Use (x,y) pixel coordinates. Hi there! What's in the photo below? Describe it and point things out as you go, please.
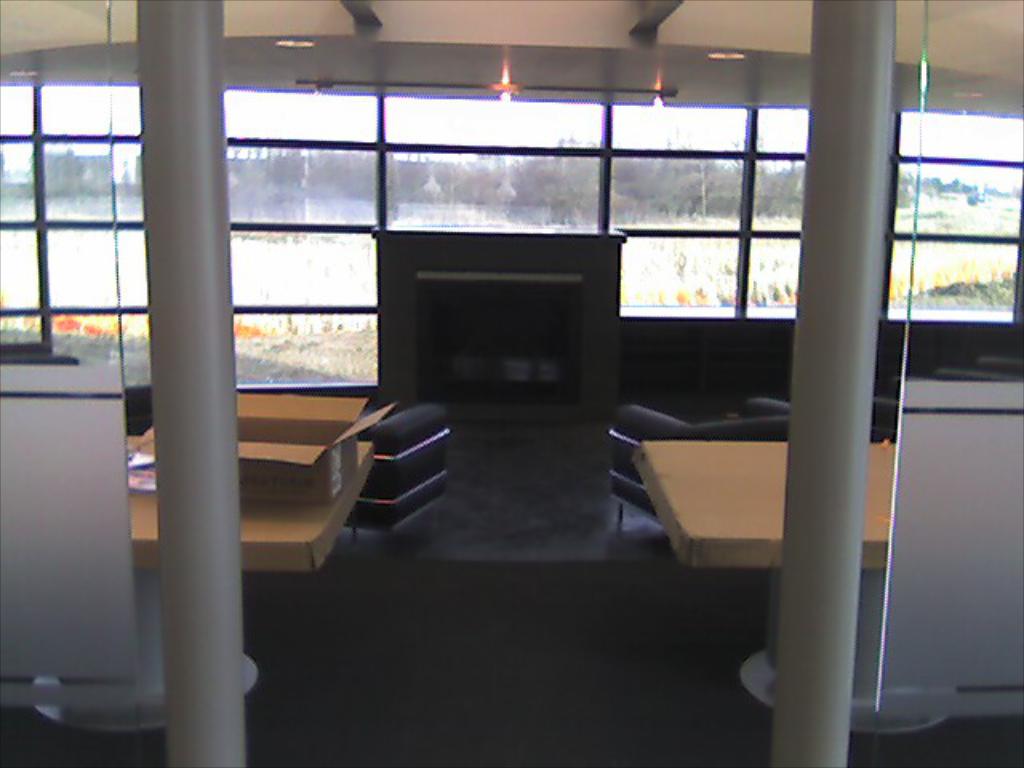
There is a table (318,528). There is a box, paper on a table (245,562). We can see in background (618,189) fields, trees (618,189), sky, pillar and lights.
